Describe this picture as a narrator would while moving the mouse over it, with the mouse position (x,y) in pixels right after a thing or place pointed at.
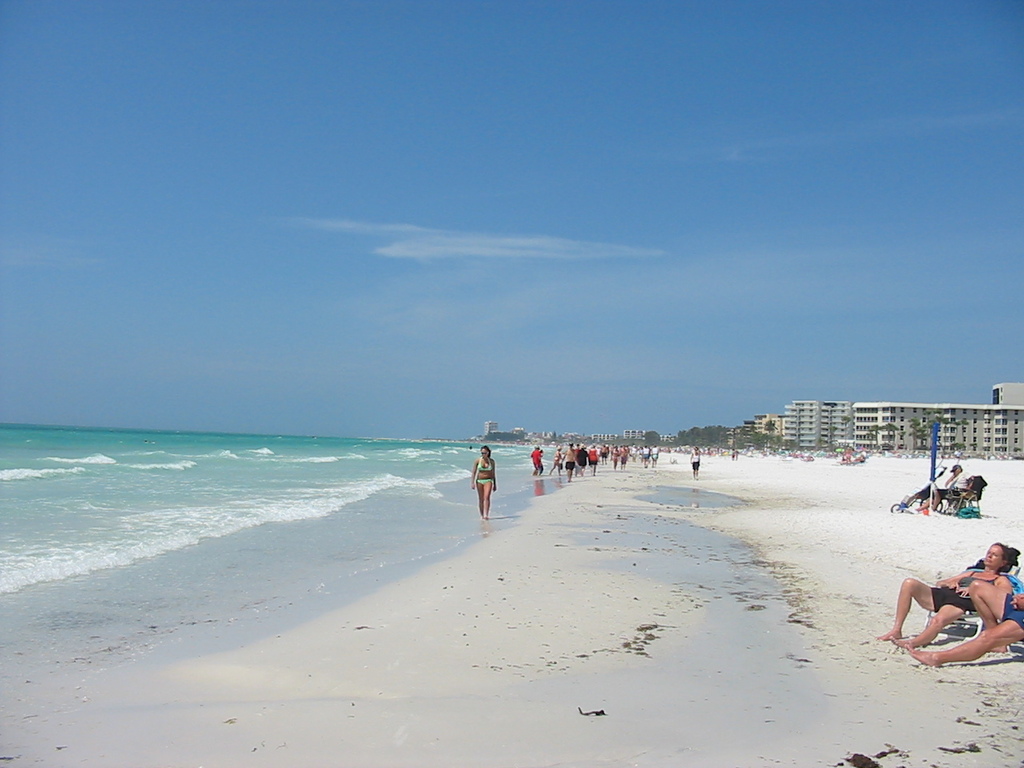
In this picture we can see some people (1022,601) are sitting on chairs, some people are walking on sand (612,551), water (232,506) and some objects (934,471). In the background (999,416) we can see buildings (864,430), trees (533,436) and the sky (702,108).
